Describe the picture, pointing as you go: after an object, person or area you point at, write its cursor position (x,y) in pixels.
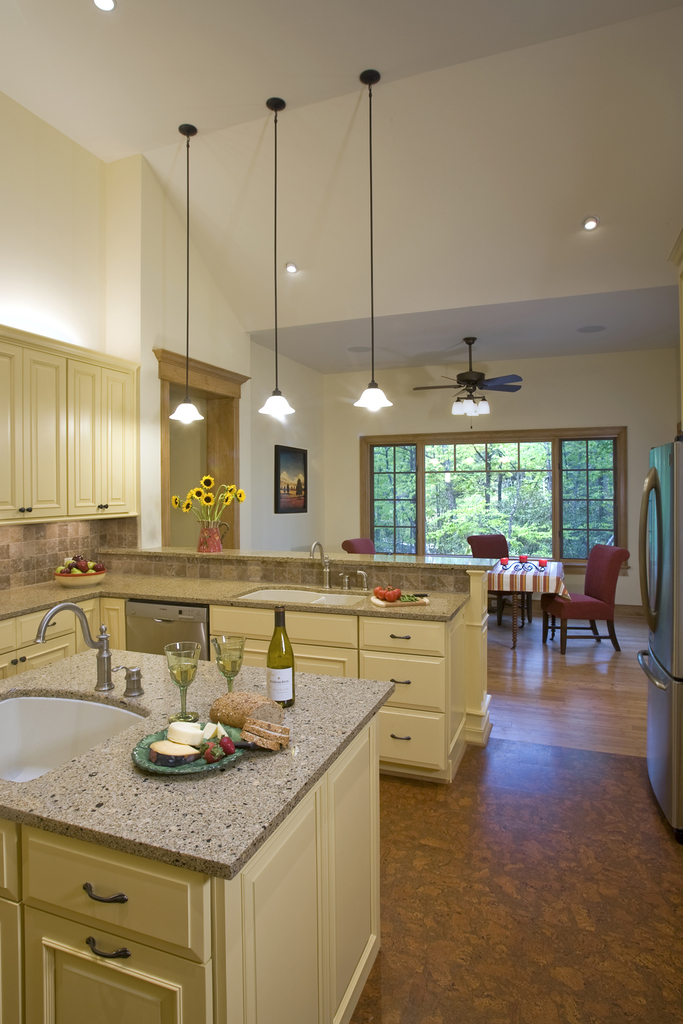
This Image is clicked in a room (427,584). It consists of window (471,507), countertop (364,691), sink (83,618), cupboard (121,610). On counter top (292,721) there are two glasses (235,676), one bottle (284,622) and eatables (282,728) and there is a flower vase (225,535). There are lights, there is a dining table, there are chairs (593,568) and there is a refrigerator (670,482) On the right side (665,799), on the left side (94,968) there are cupboards (42,872). On the top (108,11) there are lights (110,3).
